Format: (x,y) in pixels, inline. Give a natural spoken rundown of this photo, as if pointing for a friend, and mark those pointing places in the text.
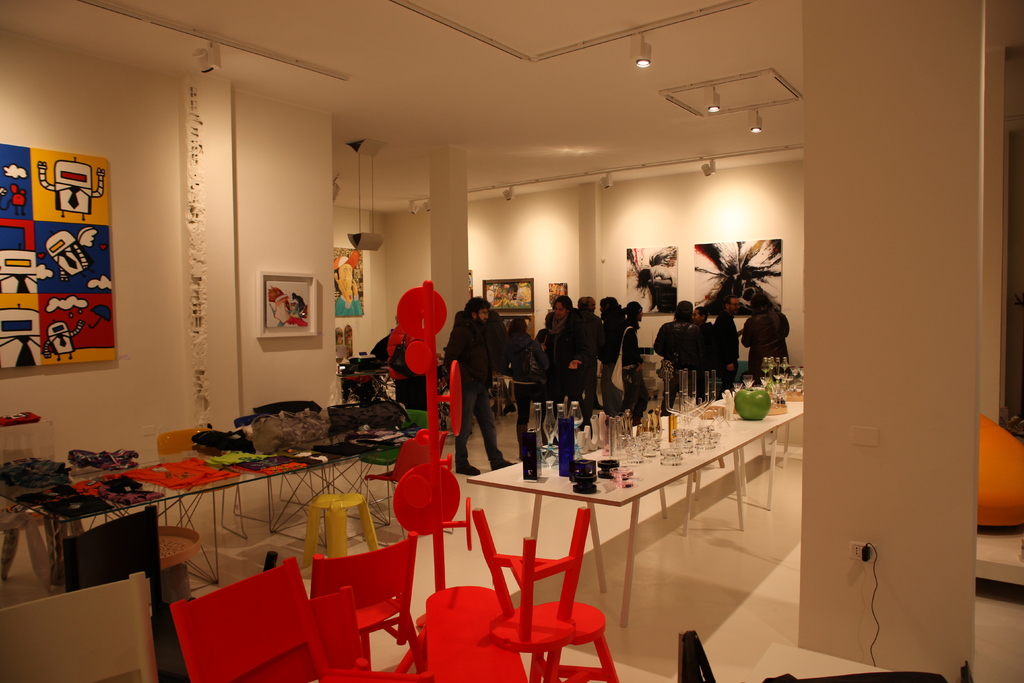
In this image we can see there are many objects (273,311) on the walls (580,248). There are many people (621,342) in the image. There are many objects (656,432) on the tables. There are many chairs (533,613) in the image. There is a socket (850,554) and a charger (870,551) is plugged into it. There are many lamps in the image.
